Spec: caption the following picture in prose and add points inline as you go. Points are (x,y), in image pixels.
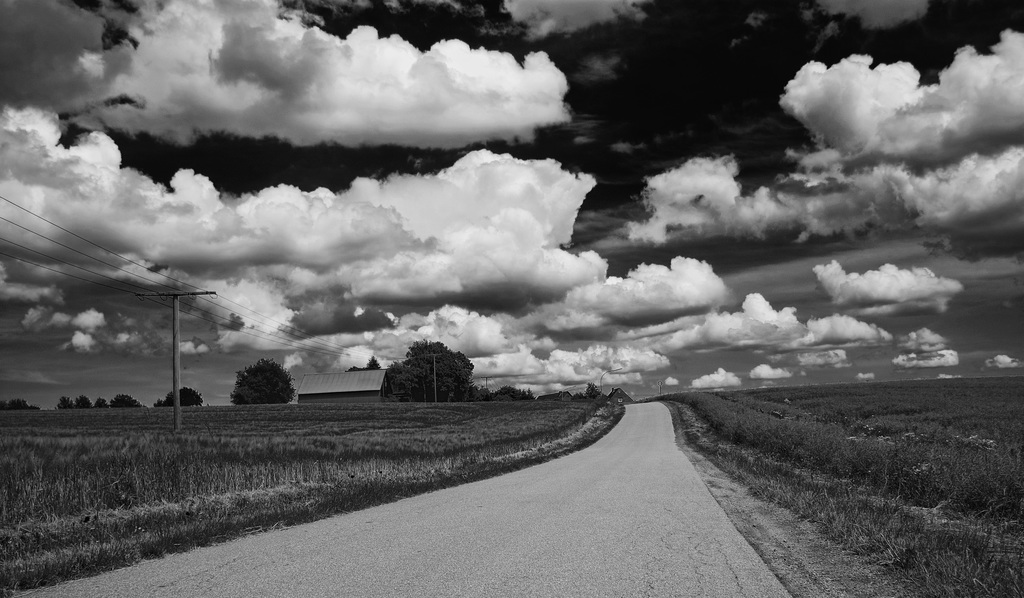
In this image there are some plants (269,480), and at the bottom (437,509) there is a walkway (484,521) and on the left side of the image (163,401) there are trees (392,372), house (340,378), poles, wires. And in the background (592,384) there are trees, at the top (368,49) there is sky (339,113).
